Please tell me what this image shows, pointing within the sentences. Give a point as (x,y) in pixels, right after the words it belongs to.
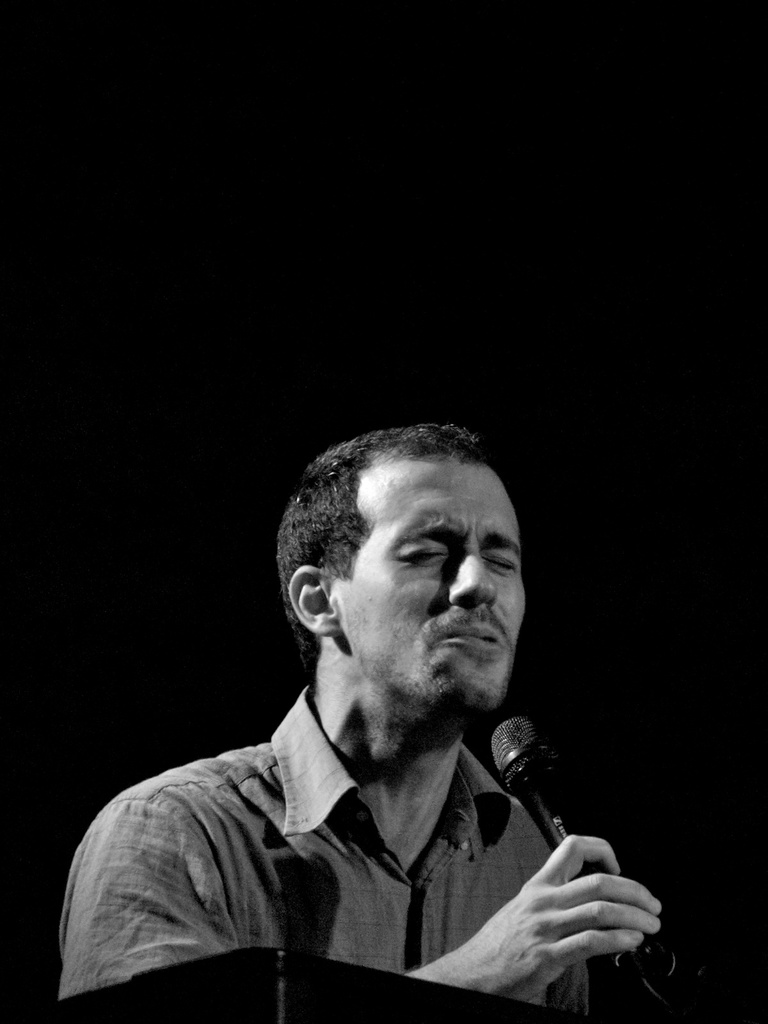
In this image we can see a man (449,619) standing and holding a mic (548,810) in his hand (536,877).
